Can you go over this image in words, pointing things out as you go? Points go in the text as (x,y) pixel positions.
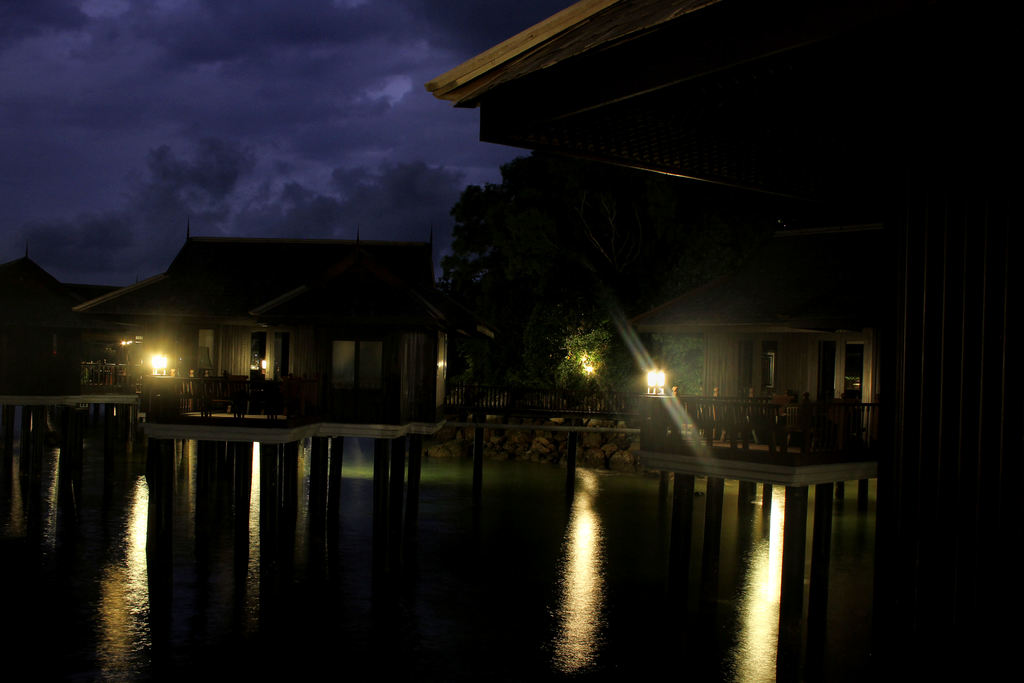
In front of the image there is water (543,620). There are wooden houses (816,312), poles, trees (530,292), lamps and railings (554,405). At the top of the image (231,110) there are clouds (272,91) in the sky (240,81).
